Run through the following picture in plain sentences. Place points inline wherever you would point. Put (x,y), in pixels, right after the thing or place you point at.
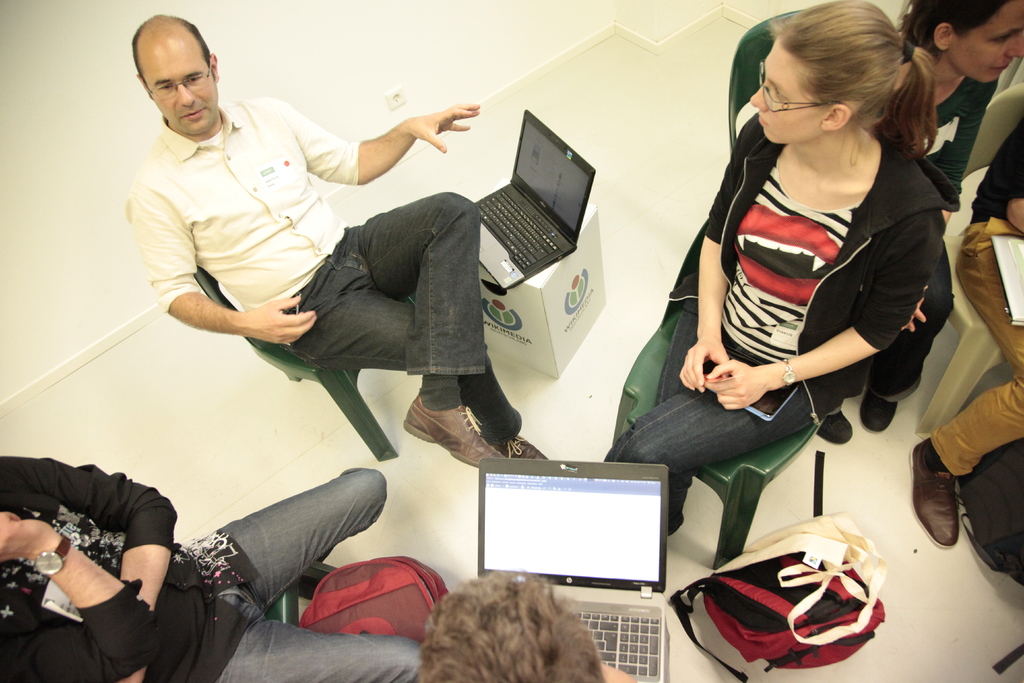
In this image there are few people (79,533) sitting on chairs (985,364), there is a system (527,264) kept on box (492,305), there is another system (623,565), bags (346,573) visible at the bottom (834,639).
